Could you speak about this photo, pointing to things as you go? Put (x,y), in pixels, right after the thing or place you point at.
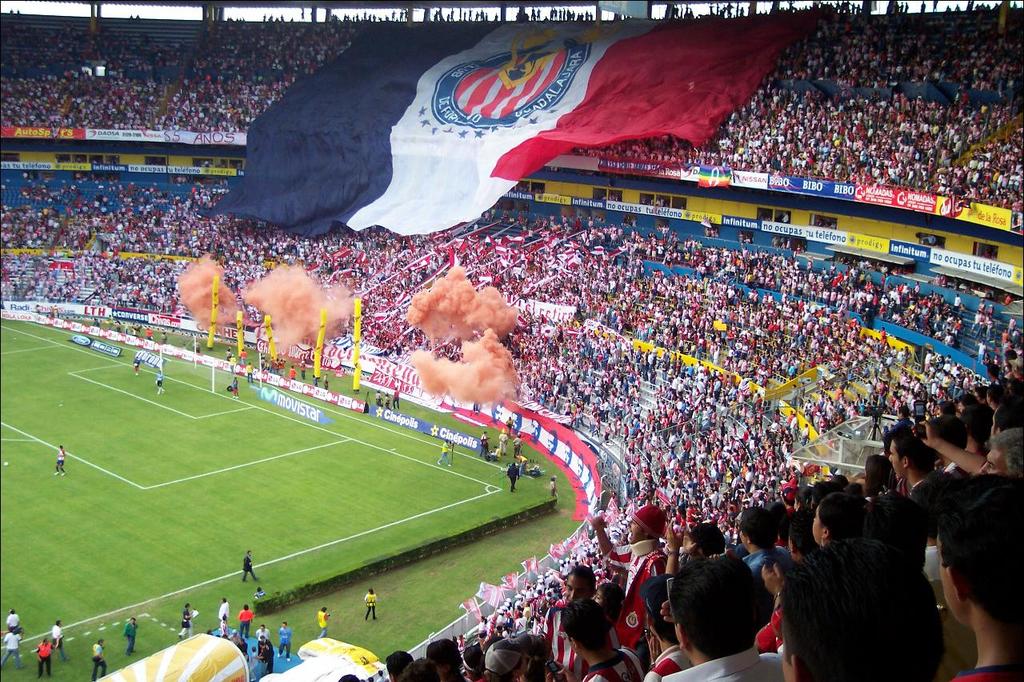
In the image we can see there are people (220,611) standing on the ground (207,421) and the ground (190,553) is covered with grass (250,549) and there are spectators (639,281) sitting on the chairs (389,241). There is a flag (557,124) on the top (557,124).
